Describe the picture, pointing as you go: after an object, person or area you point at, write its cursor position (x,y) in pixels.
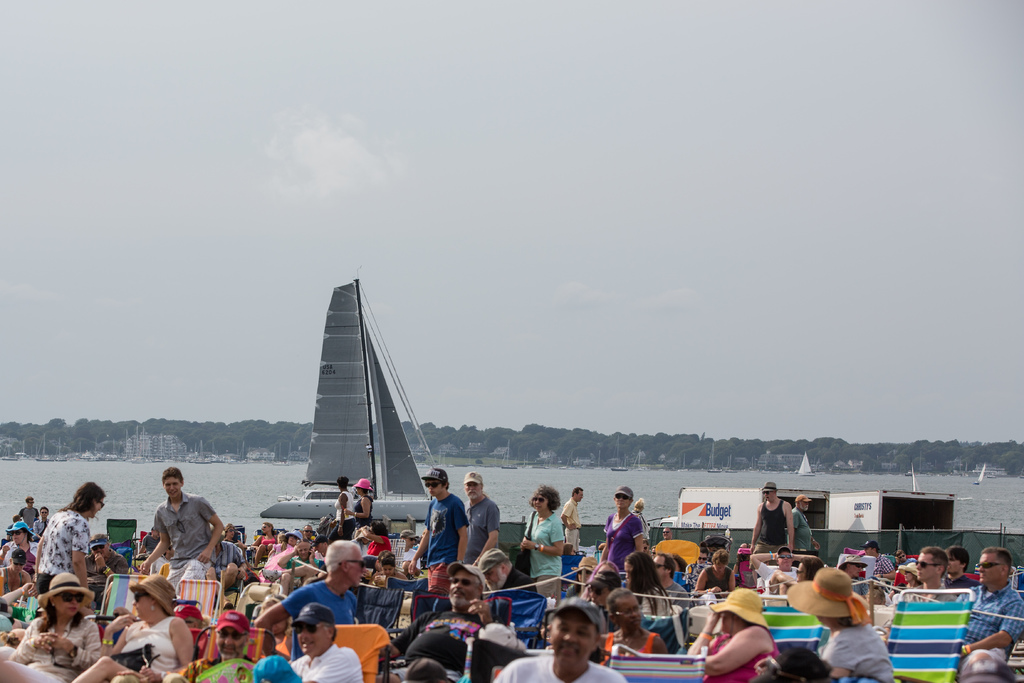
At the bottom (338,591) I can see a group of people (442,483) are sitting on the chairs (366,601) and few are standing. In the background (322,494) I can see boats (322,494), trees (593,445), buildings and the sky (488,318). This image is taken may be near the ocean (664,501).
